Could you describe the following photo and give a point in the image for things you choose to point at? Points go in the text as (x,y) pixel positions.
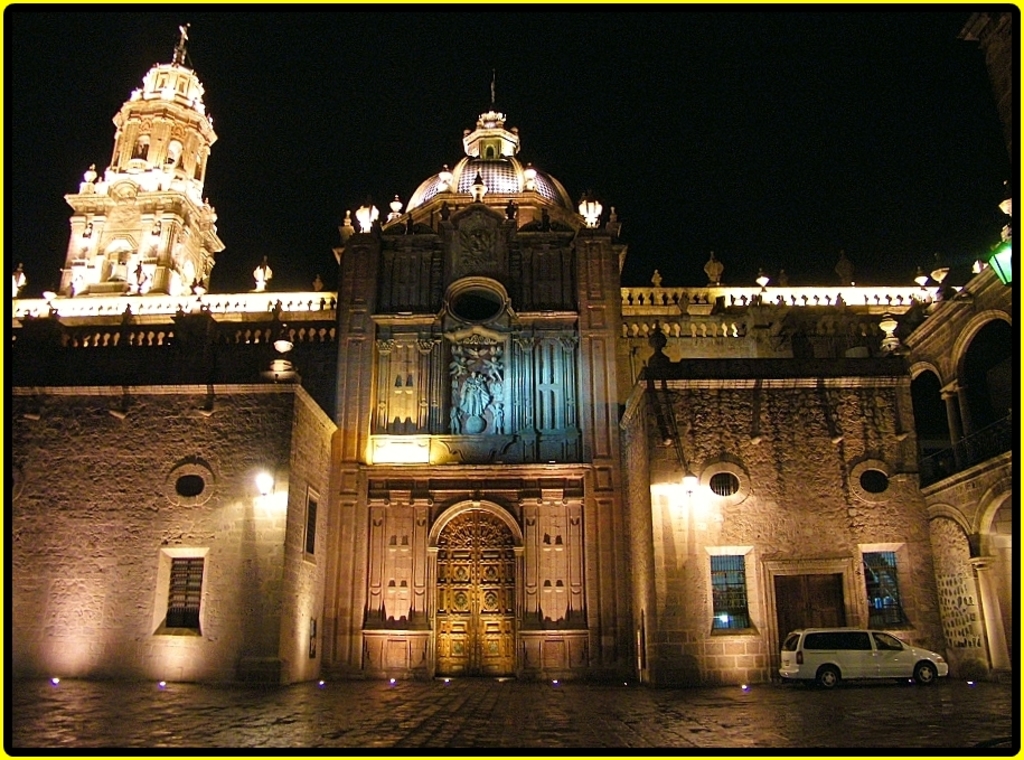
In this image I can see a building (247,418). I can also see number of lights (370,444) on the walls (419,481) and on the top of this building (662,325). On the right side of this image (879,636) I can see a white colour car (853,629).
